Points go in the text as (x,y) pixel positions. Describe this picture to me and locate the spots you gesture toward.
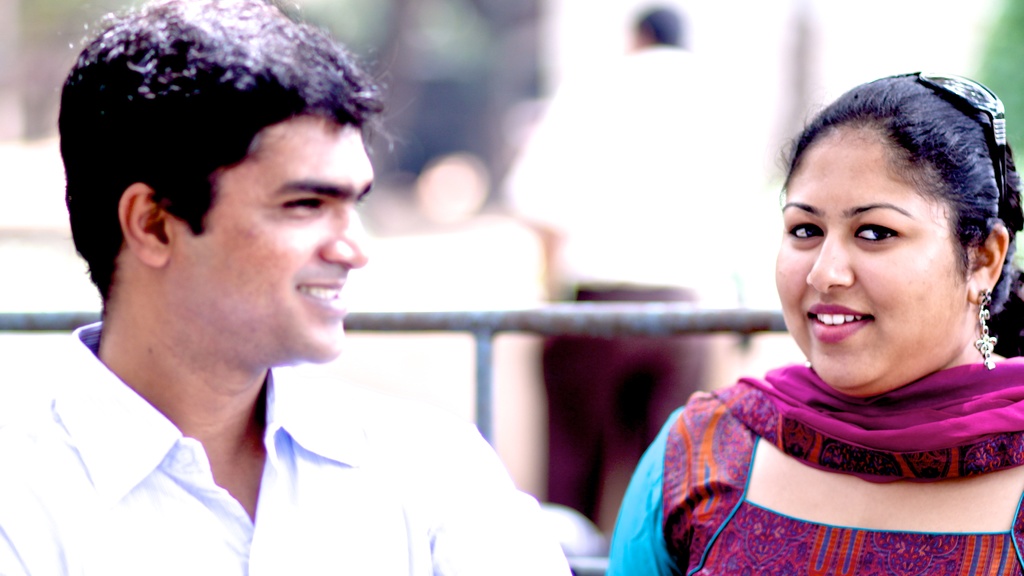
In this picture we can see two people (278,231) smiling and in the background (451,206) we can see a person (698,89), some objects (472,316) and it is blurry.
